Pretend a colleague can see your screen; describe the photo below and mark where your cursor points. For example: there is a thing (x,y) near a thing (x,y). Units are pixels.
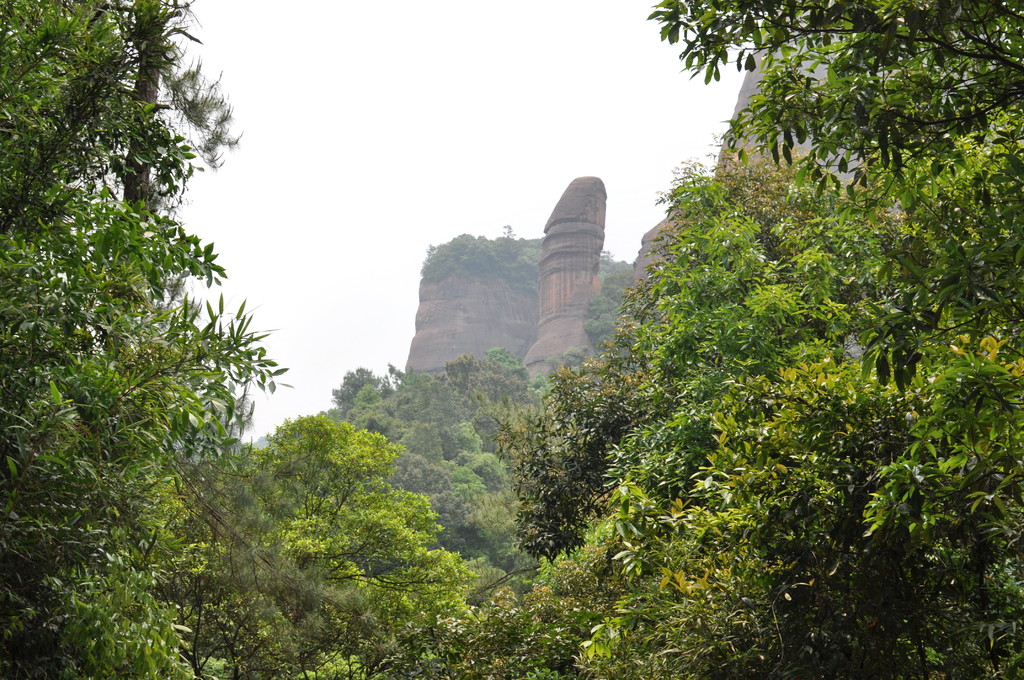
In this picture we can see a few trees (458,434), hills (557,282) and the sky (461,74).
